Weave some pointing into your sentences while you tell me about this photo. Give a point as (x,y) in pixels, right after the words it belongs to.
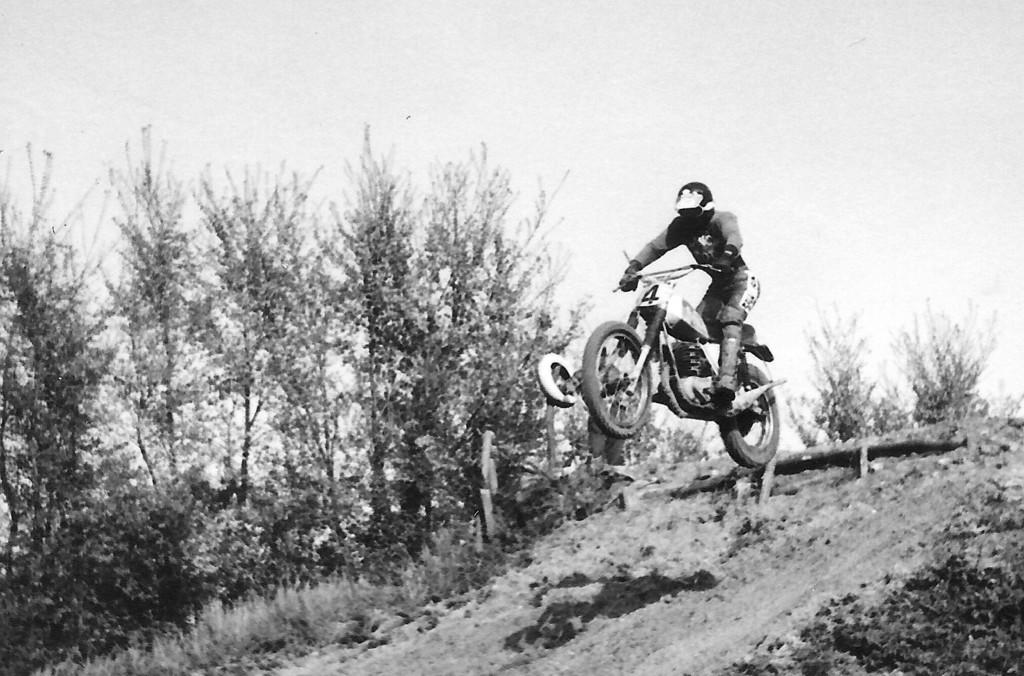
In this image a person (636,280) is in air along with the bike (647,299). He is wearing helmet (696,216). Background (54,585) there are few plants (292,491) and trees (118,548) on the land (734,624). Top of image (633,128) there is sky (590,115).
